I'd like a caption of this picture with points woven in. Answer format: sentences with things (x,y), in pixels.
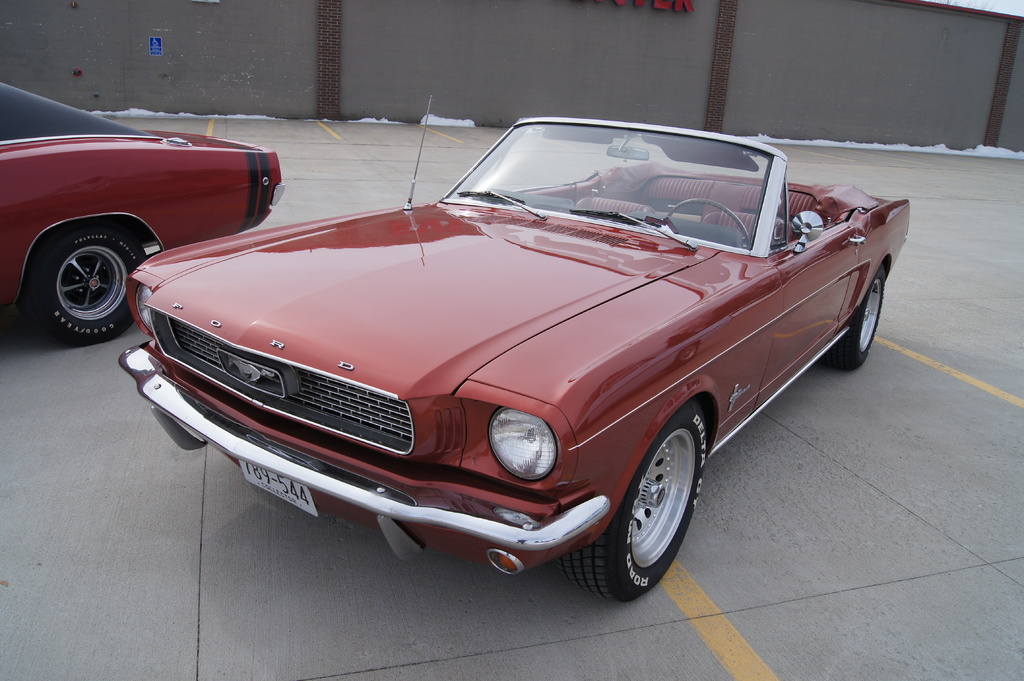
In this image in the center (458,270) there are two cars (560,202), and in the background (613,75) there is wall (565,47), text (658,0) and some snow (126,111). At the bottom (383,583) there is walkway (867,495).
